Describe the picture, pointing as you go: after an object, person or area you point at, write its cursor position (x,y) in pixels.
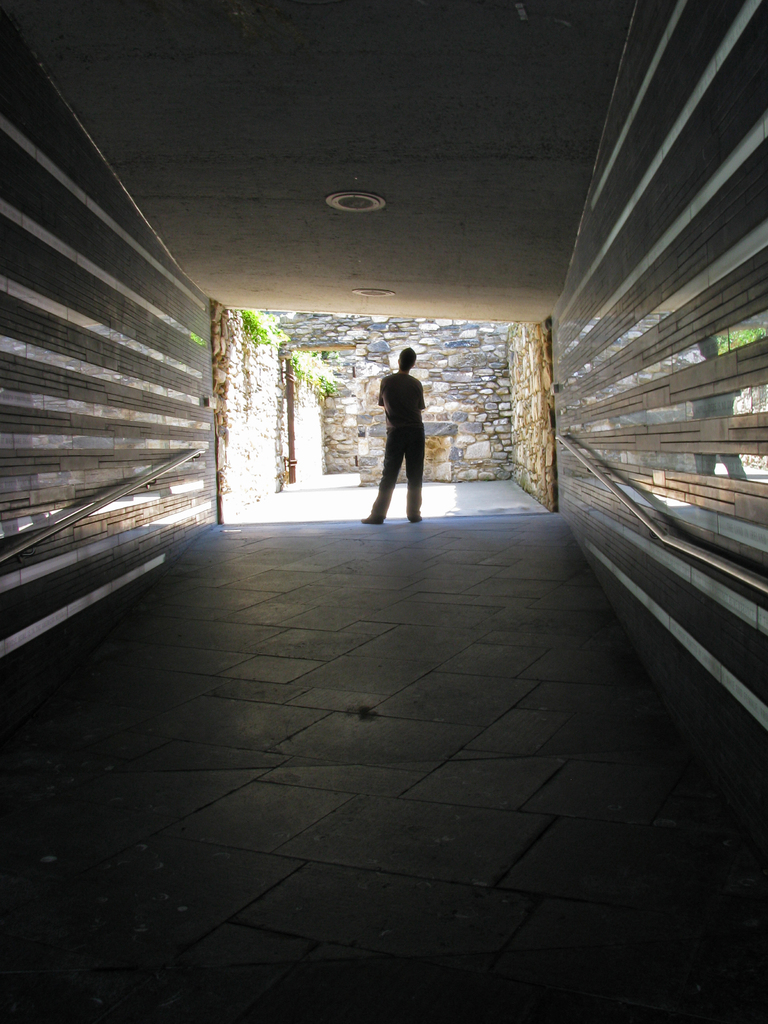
In this picture we can see a person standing on the floor (444,781). There is ceiling (350,69) and lights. Here we can see walls (509,476).
